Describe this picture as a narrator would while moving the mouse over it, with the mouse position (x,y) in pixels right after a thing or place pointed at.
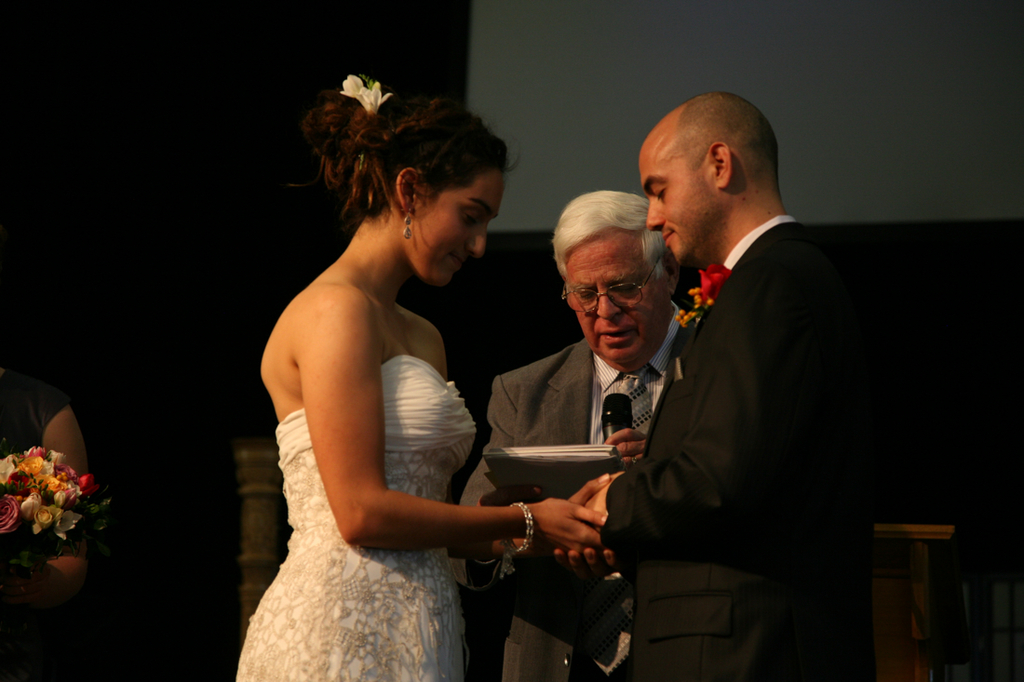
In the image we can see two men (716,299) and a woman (424,372) standing, they are wearing clothes (677,429) and the woman (413,388) is wearing earrings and bracelet (512,557). Here we can see a flower bouquet (61,484), a book (564,449) and the background (814,101) is dark.
